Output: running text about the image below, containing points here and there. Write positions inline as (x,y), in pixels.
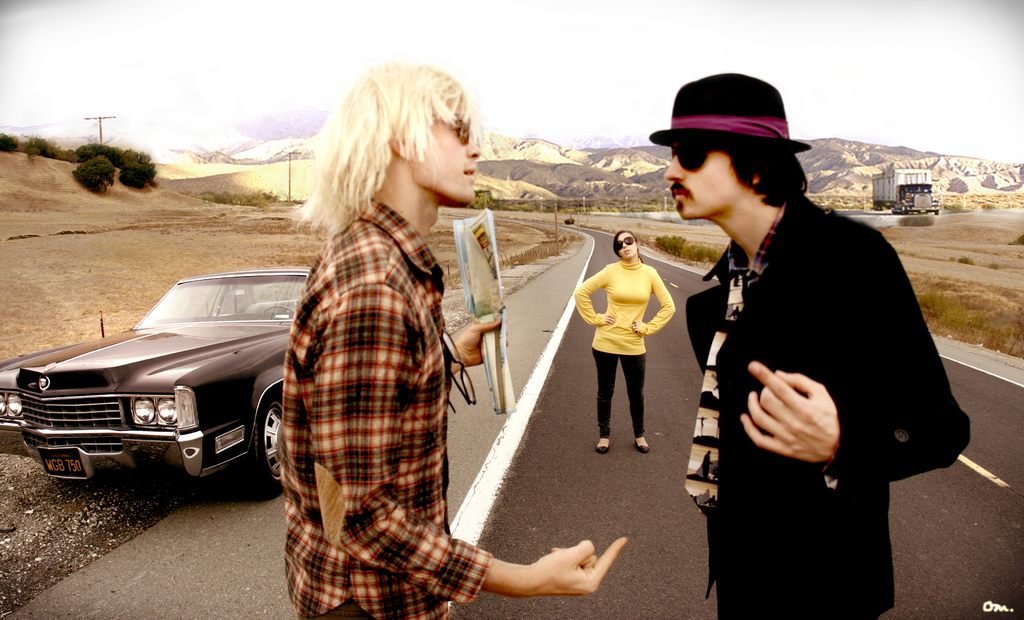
In the picture we can see two men (701,448) are standing on the road (563,333) and talking and far away from them, we can see a woman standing and watching them and beside her we can see the car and in the background (84,204) we can see the truck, poles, hills (71,173) and the sky (759,66).
